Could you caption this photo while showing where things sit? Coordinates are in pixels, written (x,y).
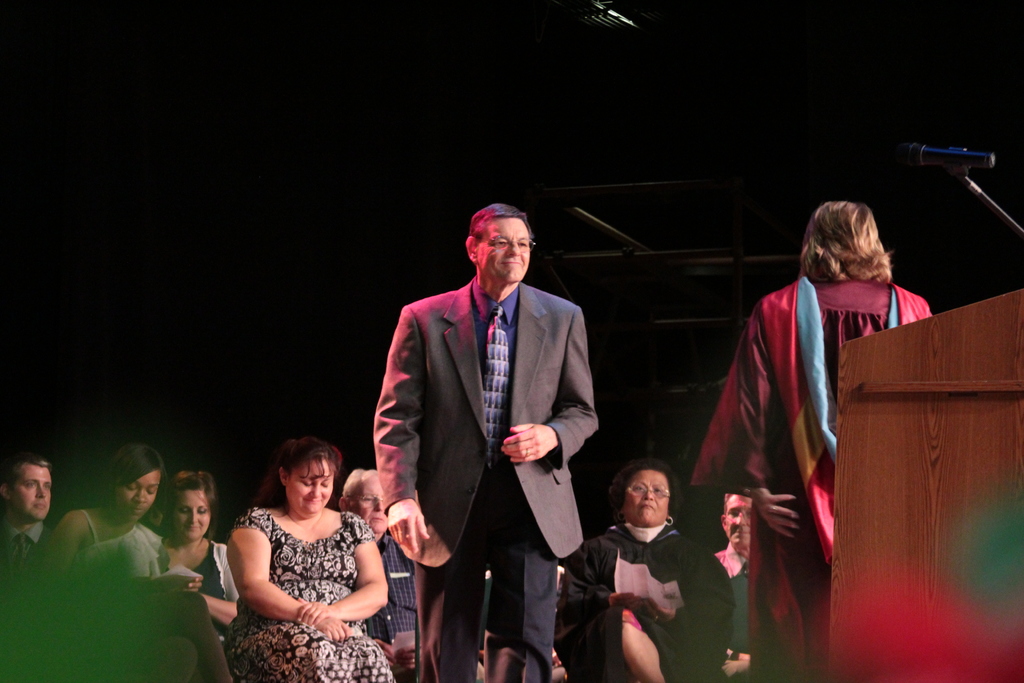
In the image I can see a few persons (658,475) sitting on the chairs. There is a man (455,650) in the center (557,335) is wearing a suit (569,436) and a tie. I can see a person (778,431) on the right side (774,307). I can see the wooden podium (951,448) and microphone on the right side (923,369).
